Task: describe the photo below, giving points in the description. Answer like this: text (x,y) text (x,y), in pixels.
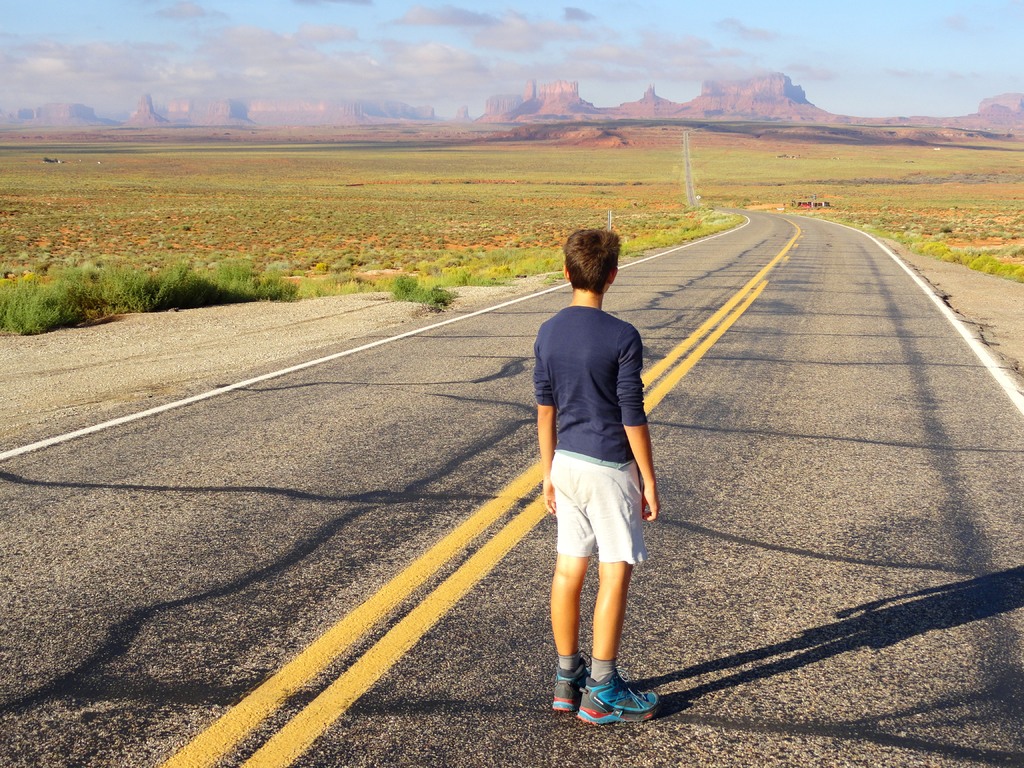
In the image there is a boy (547,461) in navy blue t-shirt (602,438) and shorts (582,475) standing on the road (696,419), there are plants (288,234) and grass (358,159) on either side of the road (915,276) and in the back (735,104) there are hills (711,104) and above its sky (604,56) with clouds (436,64).
